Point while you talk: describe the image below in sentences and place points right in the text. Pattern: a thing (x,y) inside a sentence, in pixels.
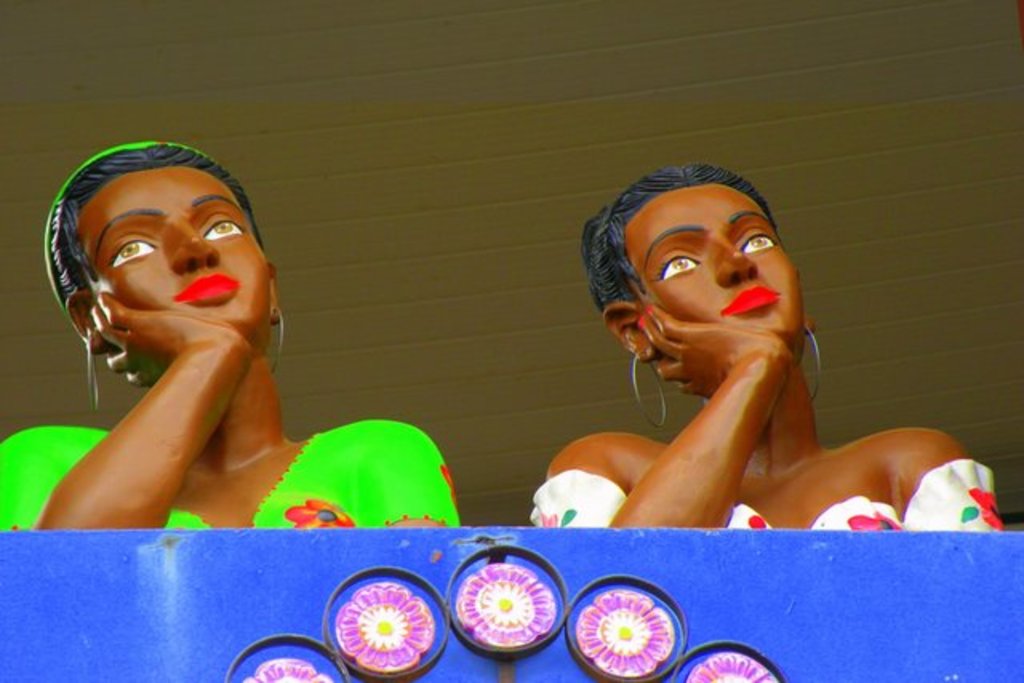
In this picture we can see two statues (244,437) and a blue object (969,596).
